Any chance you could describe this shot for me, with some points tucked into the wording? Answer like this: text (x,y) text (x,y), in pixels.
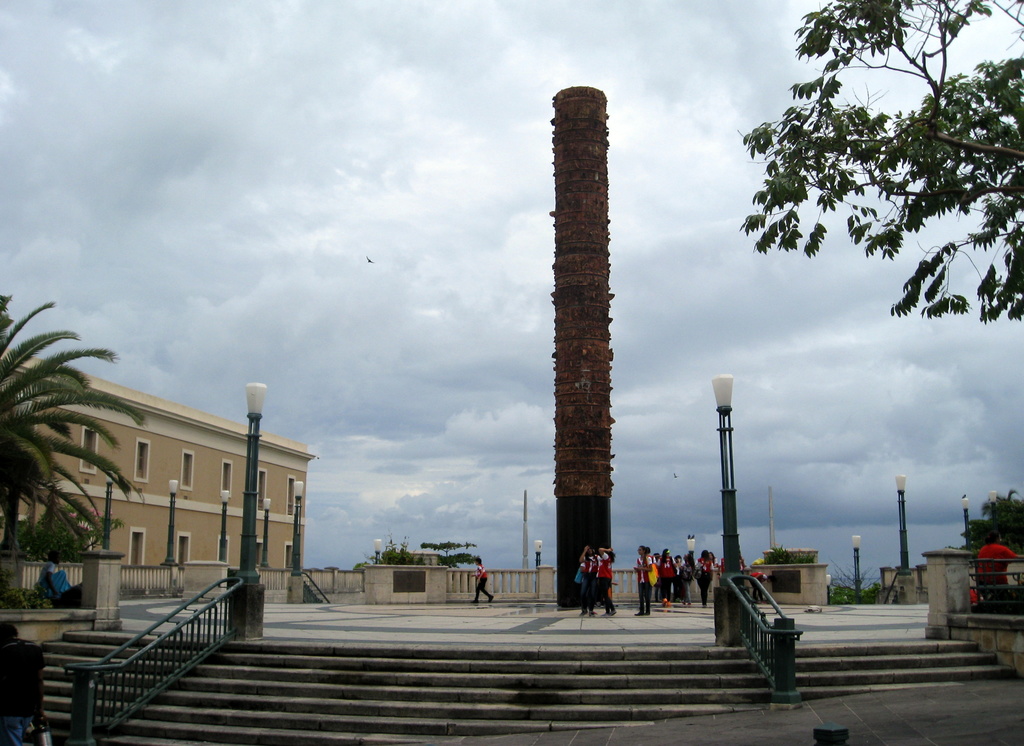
In this image I can see a building (237,488), trees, pole lights (247,498), steps (420,662), a pillar (591,493), fence (622,582) and other objects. In the background (329,238) I can see the sky (321,267).
